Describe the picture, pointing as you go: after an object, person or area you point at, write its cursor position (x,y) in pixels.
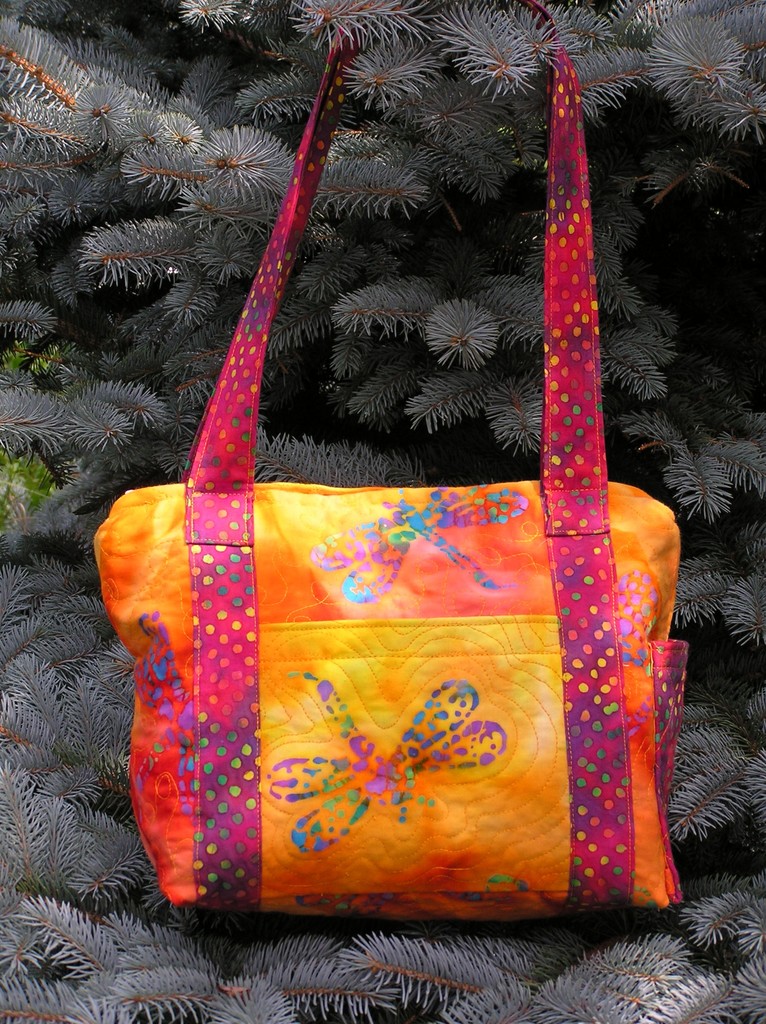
In this image there is a beautiful hand bag (418,663) attached to the plant (435,235).
